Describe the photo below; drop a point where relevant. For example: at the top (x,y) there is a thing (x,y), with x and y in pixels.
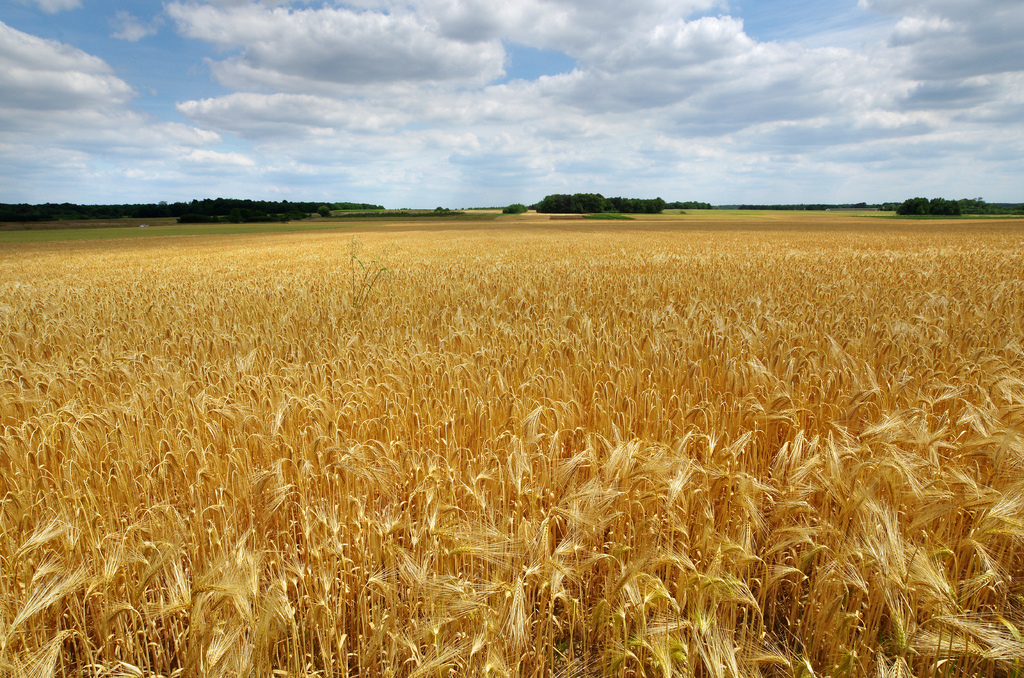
In this image I can see few plants (494,439) which are brown in color on the ground (234,229). In the background (224,218) I can see few trees (208,209) which are green in color and the sky (447,196).
